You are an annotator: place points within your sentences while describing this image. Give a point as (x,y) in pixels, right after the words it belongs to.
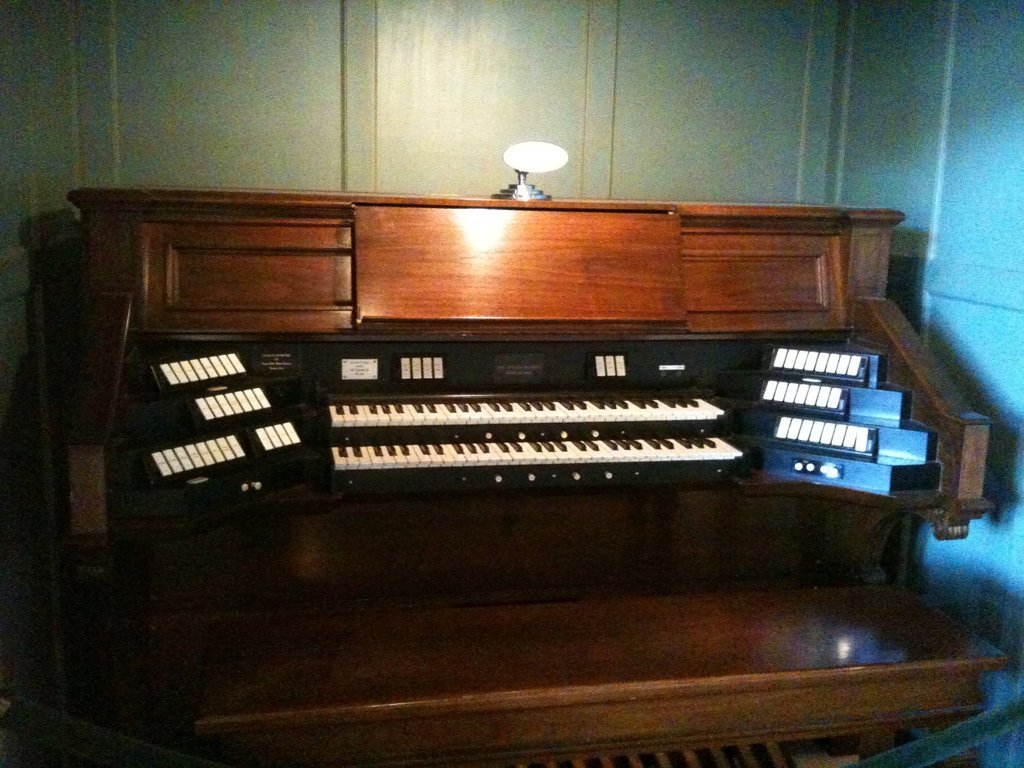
In this picture we can see a piano (576,429), it consists of white and black keys (527,411), on the piano (598,404) we can see a lamp (529,164), in the background (484,143) there is a wall (432,60), in front (714,612) there is a table (588,658) to sit and operate piano (540,221).
